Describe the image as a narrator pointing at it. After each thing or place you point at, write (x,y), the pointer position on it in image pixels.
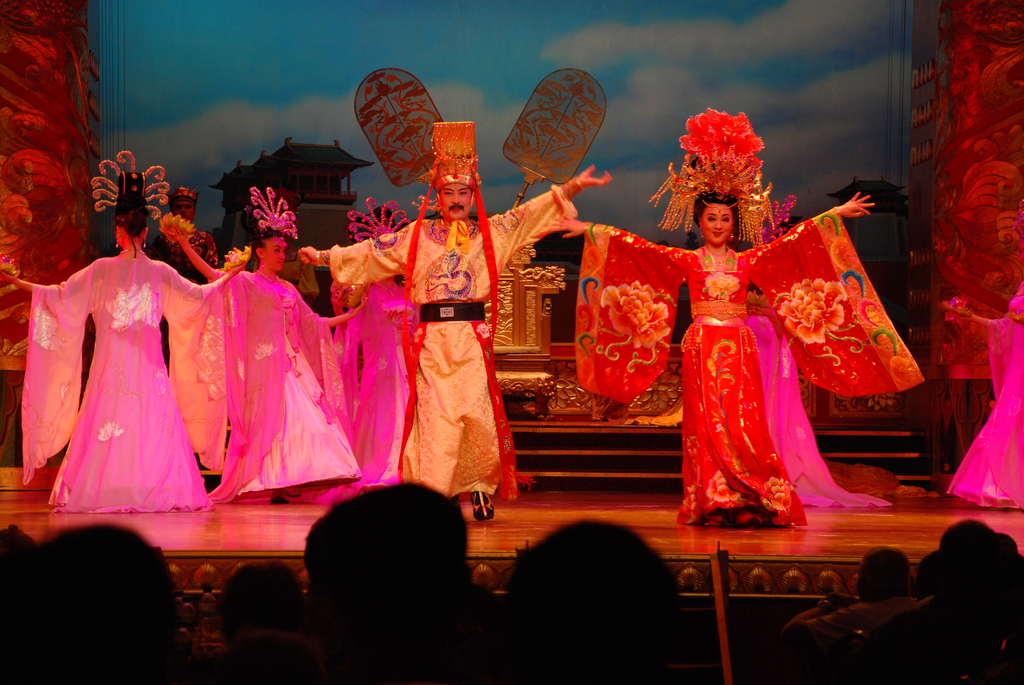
In this picture I can observe some people (578,319) dancing on the stage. In the bottom (964,553) I can see some people (312,623).
